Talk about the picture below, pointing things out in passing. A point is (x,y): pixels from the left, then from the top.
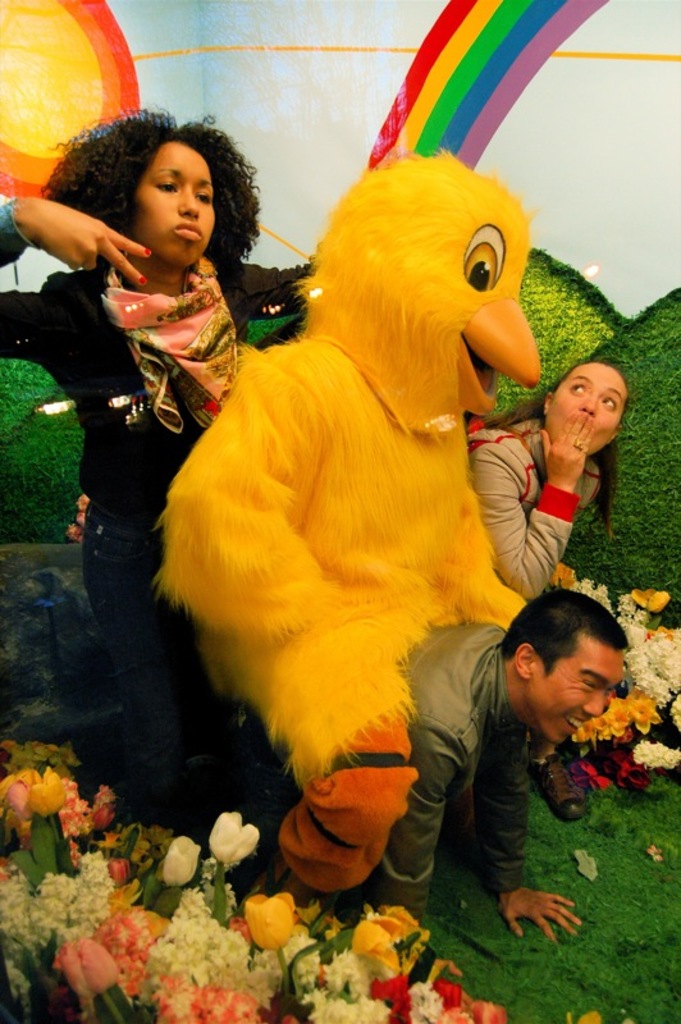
This image consists of four persons (128,606). In the front (243,563), a person (308,647) is sitting on a man (478,767). And we can see a person (271,534) wearing a costume (423,439). At the bottom (413,950), there are flowers (413,950) and grass (509,978). In the background (457,90), it looks like a wall (538,192).
